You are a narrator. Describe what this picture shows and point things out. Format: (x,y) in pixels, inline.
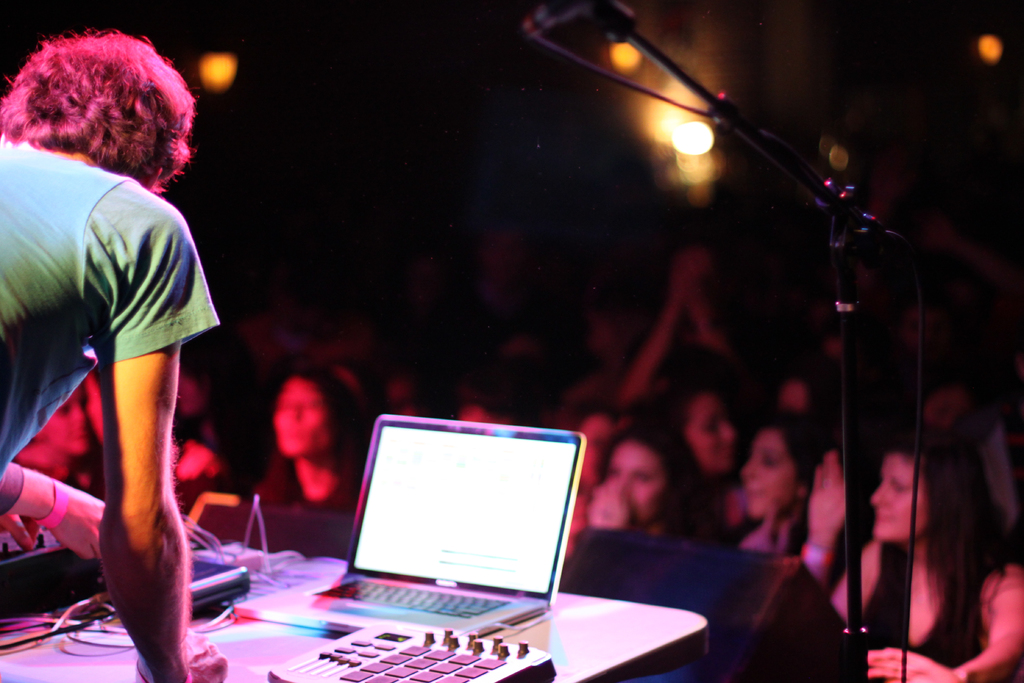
In this image we can see few people (712,466) and a person (110,242) is standing, in front of the person (62,243) there is a table (269,648), there is a laptop (391,564) and few objects (232,594) on the table (627,641), beside the table (643,648) there is a mic (625,28).
